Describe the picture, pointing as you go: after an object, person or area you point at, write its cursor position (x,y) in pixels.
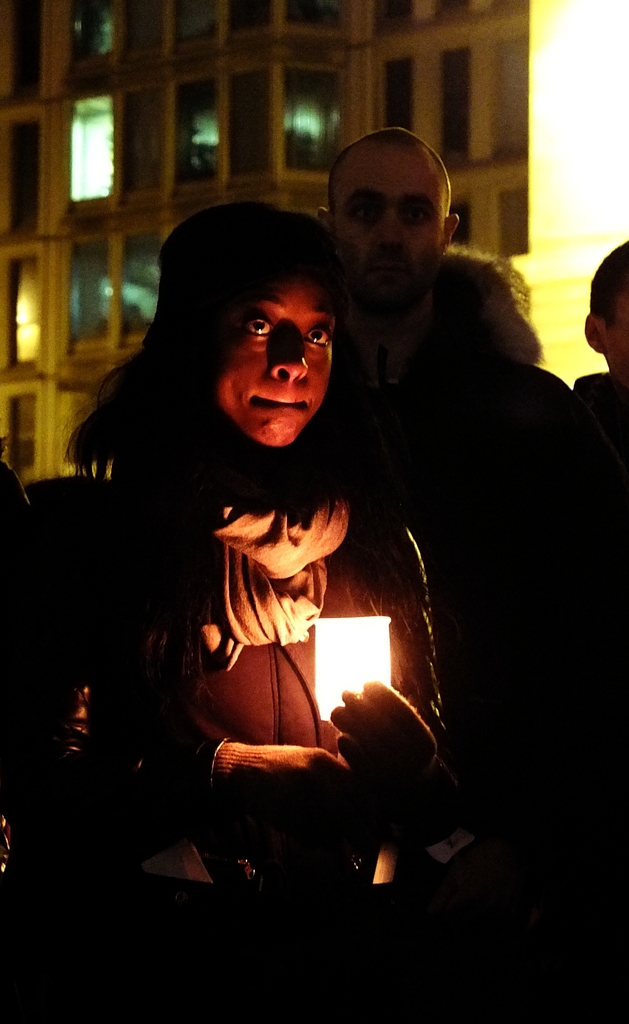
Here we can see three persons (421,655) and there is a light (371,656). In the background (468,29) we can see a building (170,225).
